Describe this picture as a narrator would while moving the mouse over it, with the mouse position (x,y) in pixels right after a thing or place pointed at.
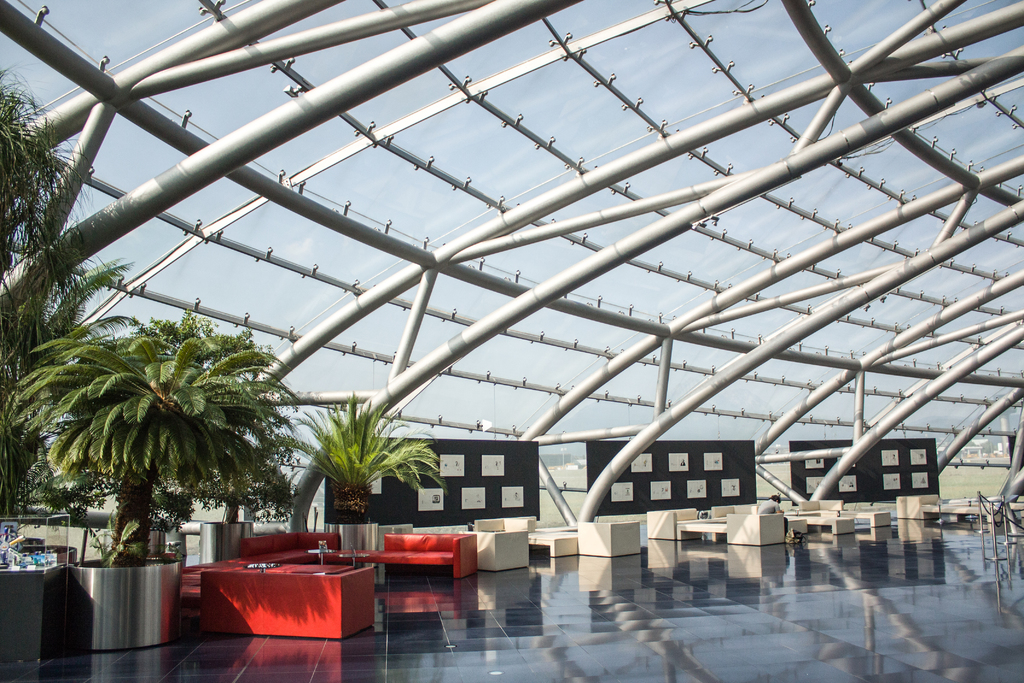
Here, we can see roof (471,368) of building (383,302) which is made up of iron rods (588,259). We can even see clouds (321,242) from these iron railing (357,236) and also the sky (103,39). Here we have two three four five sofa tables (639,526) where one of them is red in color and the remaining five are white in color. The man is sitting on one of the sofa chair (779,522). Behind this sofa (427,537), we can see three black long boards (755,483) into which small whiteboards (660,484) are fitted into it. We can see trees (44,329) behind this sofa (311,586).
